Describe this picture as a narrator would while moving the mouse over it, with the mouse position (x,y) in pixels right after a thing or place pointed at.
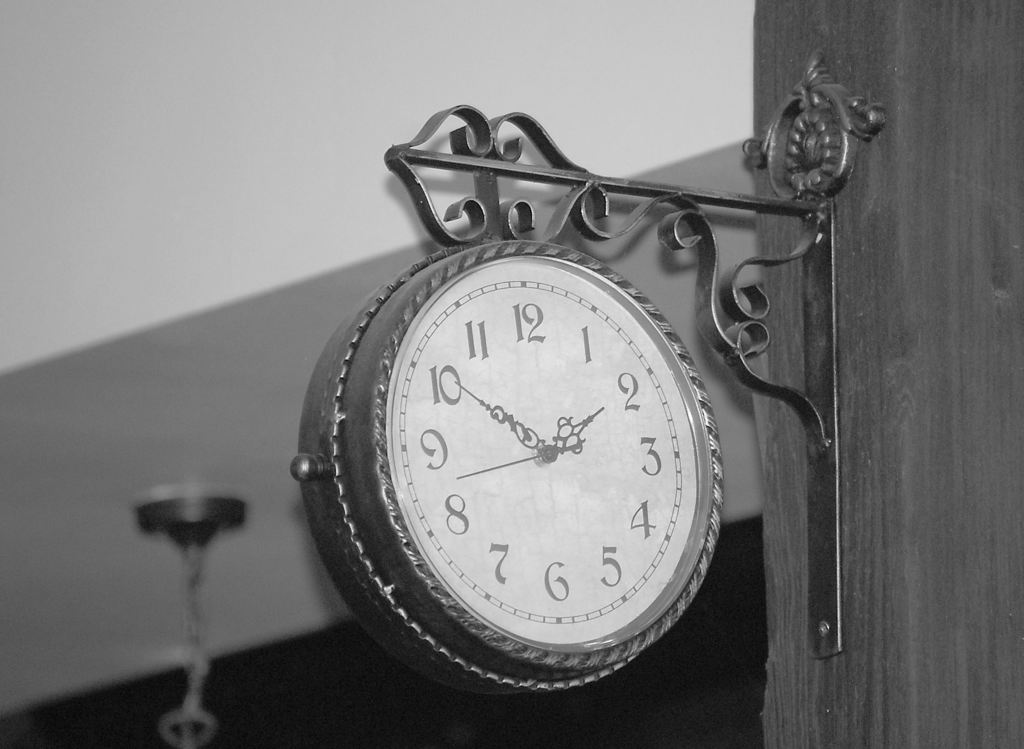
In this image in front (422,405) there is a clock (438,447). Behind the clock (418,448) there is an object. In the background of the image (295,114) there is a wall (353,44).
